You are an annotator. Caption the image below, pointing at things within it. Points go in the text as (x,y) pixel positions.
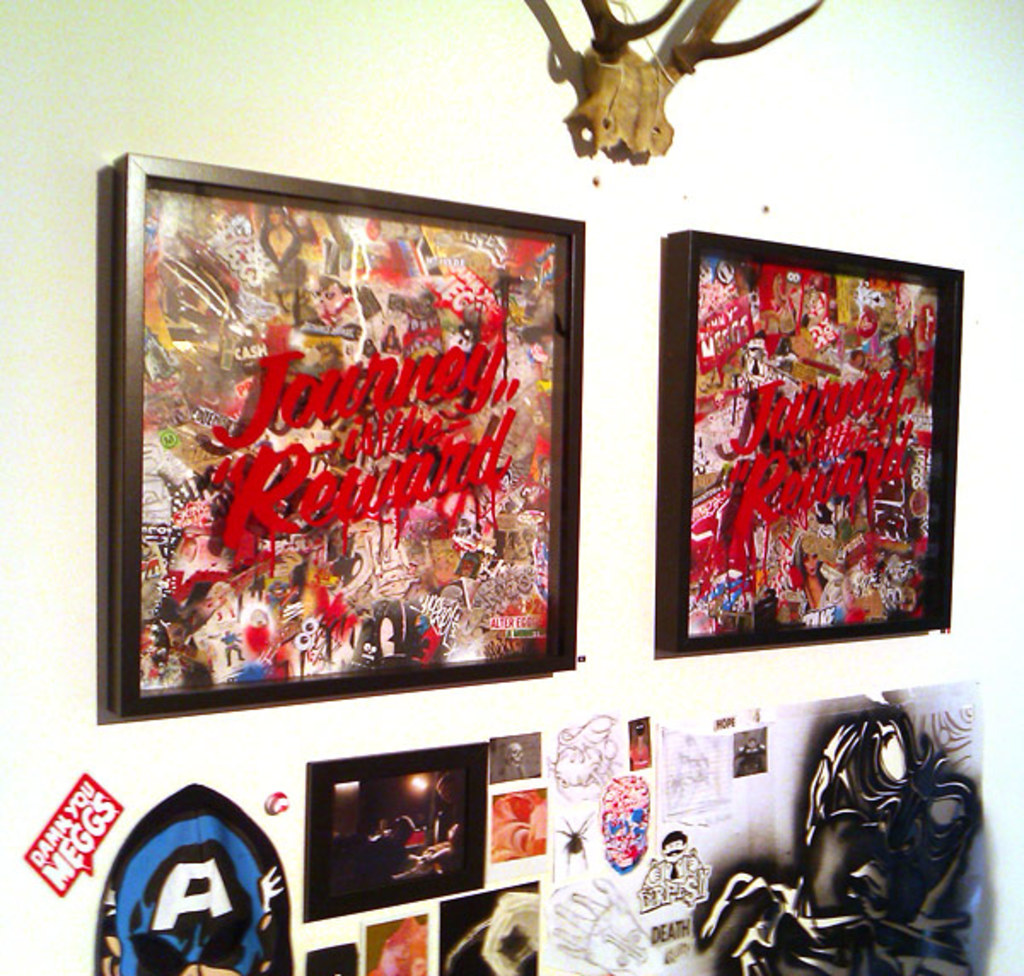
In this image there are photo frames (697,600), posters (699,754) and some object (781,24) on the wall (346,41).
